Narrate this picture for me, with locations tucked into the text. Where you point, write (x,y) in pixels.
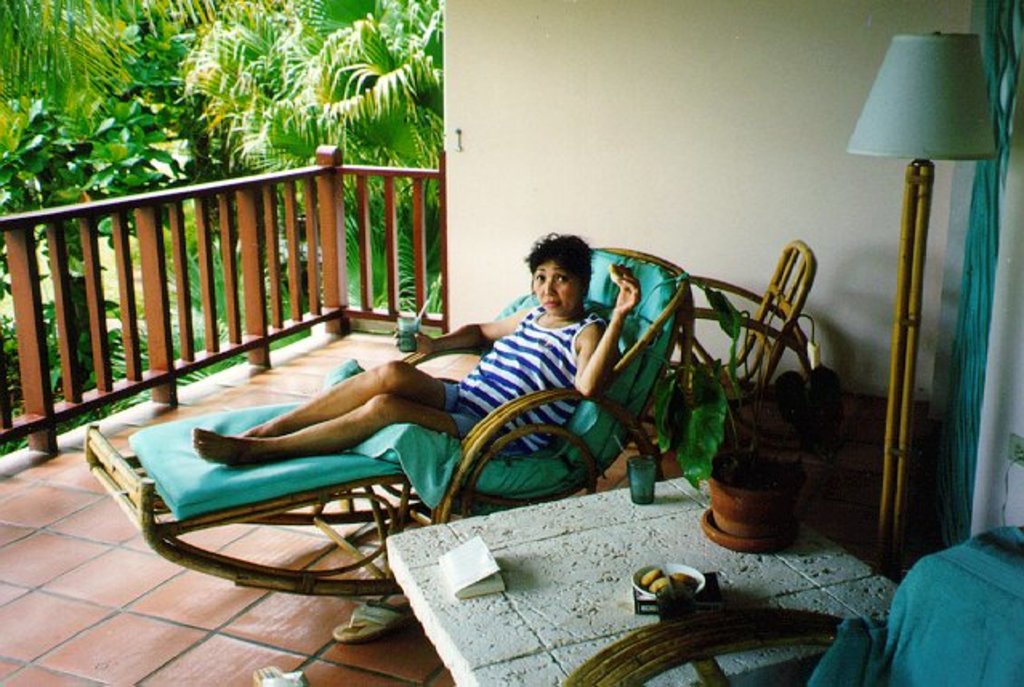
In the center of the image (372,420) we can see one person (445,411) is sitting on the relaxing chair (595,292) and she is holding some objects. And we can see one table (515,614), glass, chair (772,313), lamp (915,357), book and some objects (803,425). In the background (301,129) there is a wall (476,122), trees (216,77) and fence (355,170).
